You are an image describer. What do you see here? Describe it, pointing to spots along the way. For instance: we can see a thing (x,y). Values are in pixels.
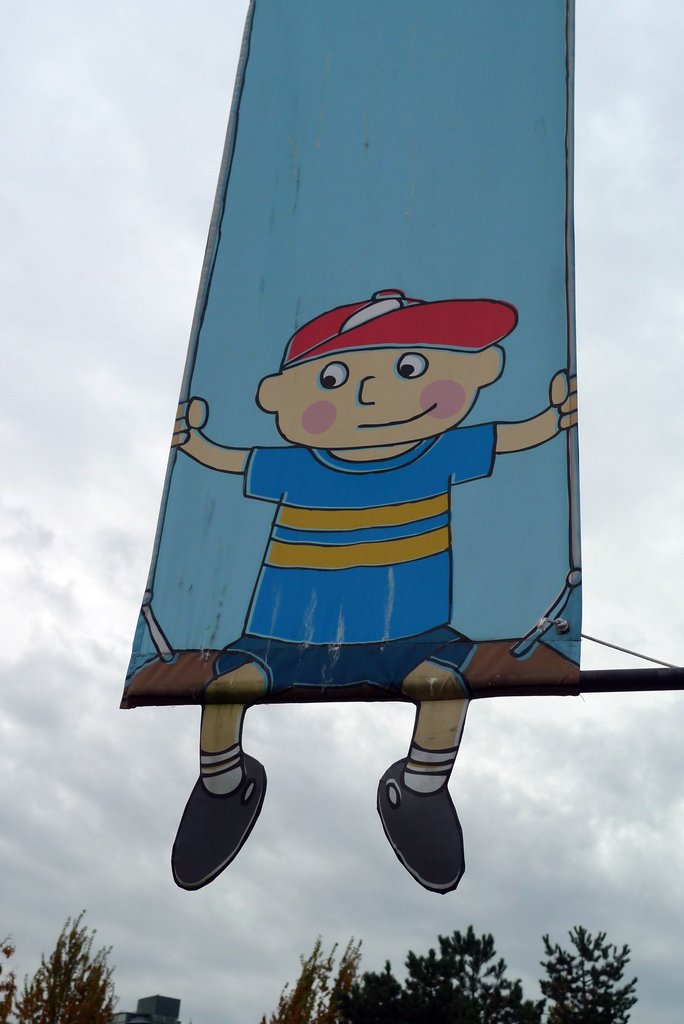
In this image in the front (387,511) there is a banner (337,522). In the background (324,994) there are trees (365,992), there is a building (166,1012) and the sky (76,645) is cloudy.
